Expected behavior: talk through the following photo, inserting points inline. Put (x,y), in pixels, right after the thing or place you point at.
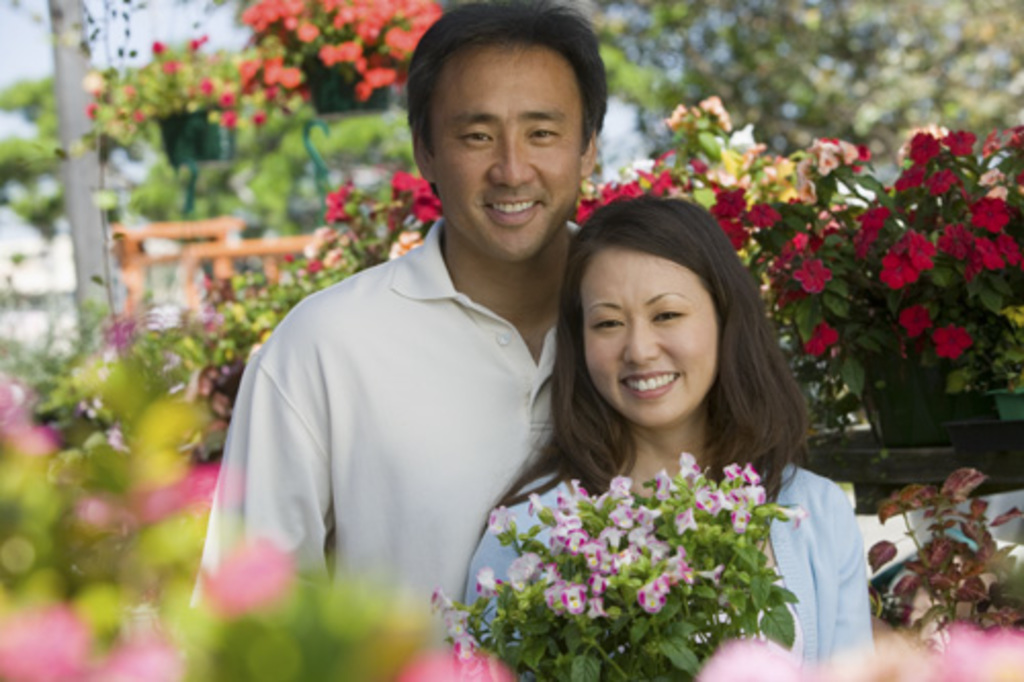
In this image we can see a man (492,192) and a woman (632,372) smiling. In the background (294,84) there are flower pots (342,67) and sky (146,61).
